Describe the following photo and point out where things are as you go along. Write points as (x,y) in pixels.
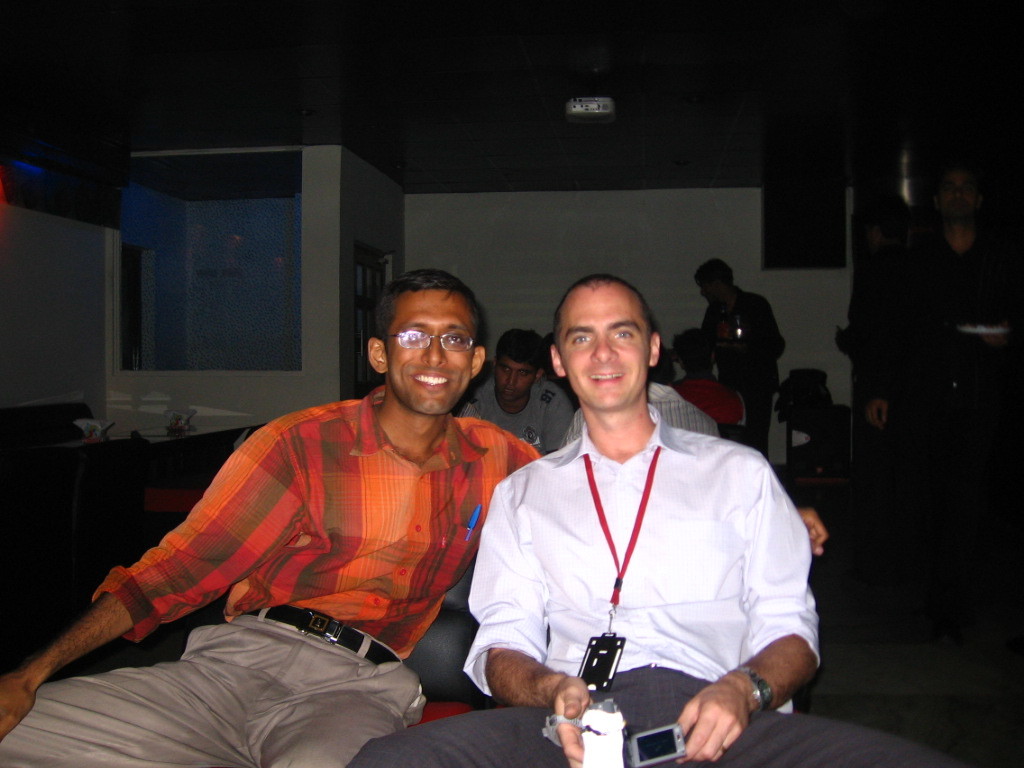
In this picture there are two men (505,735) sitting in the chair (443,676) smiling and giving a pose to the camera. Behind there is a dark background (325,237) and wall (421,236).
